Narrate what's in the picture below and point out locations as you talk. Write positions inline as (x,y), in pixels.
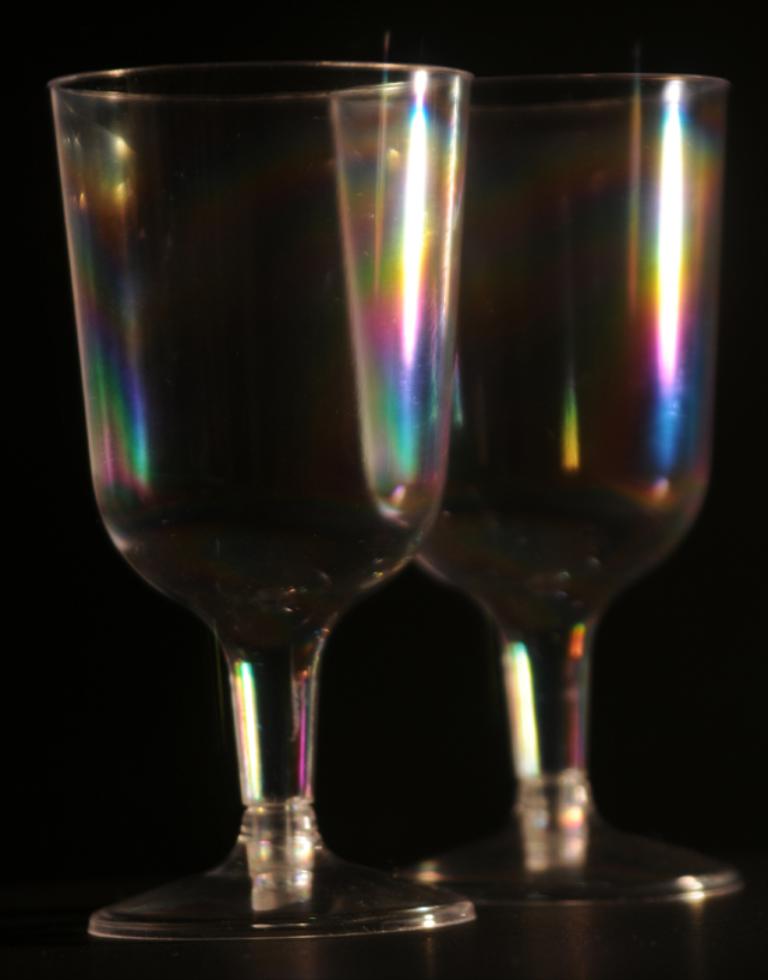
In this image, I can see two glasses (264,760). The background (753,108) looks dark.
